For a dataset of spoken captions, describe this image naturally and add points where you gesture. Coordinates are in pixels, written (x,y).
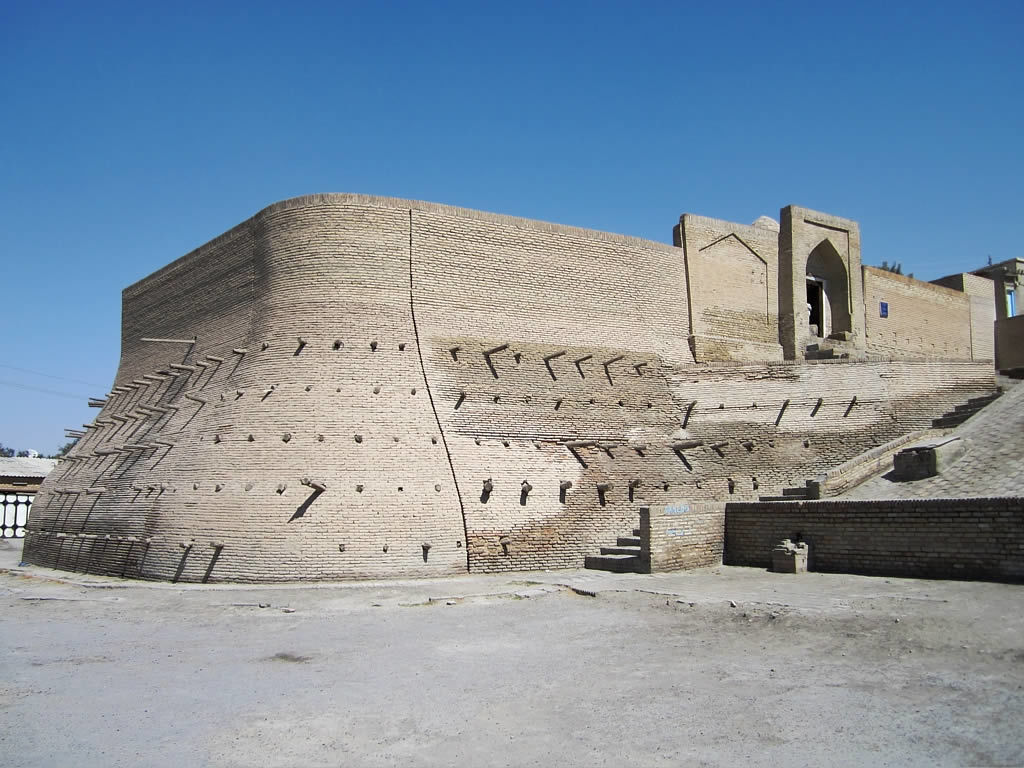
In this picture we can see a fort (504,554), stairs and poles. On the left side of the picture (45,479) we can see a shed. At the bottom portion of the picture (675,651) we can see the pathway (756,729). In the background (80,247) we can see the sky (80,247) and trees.
